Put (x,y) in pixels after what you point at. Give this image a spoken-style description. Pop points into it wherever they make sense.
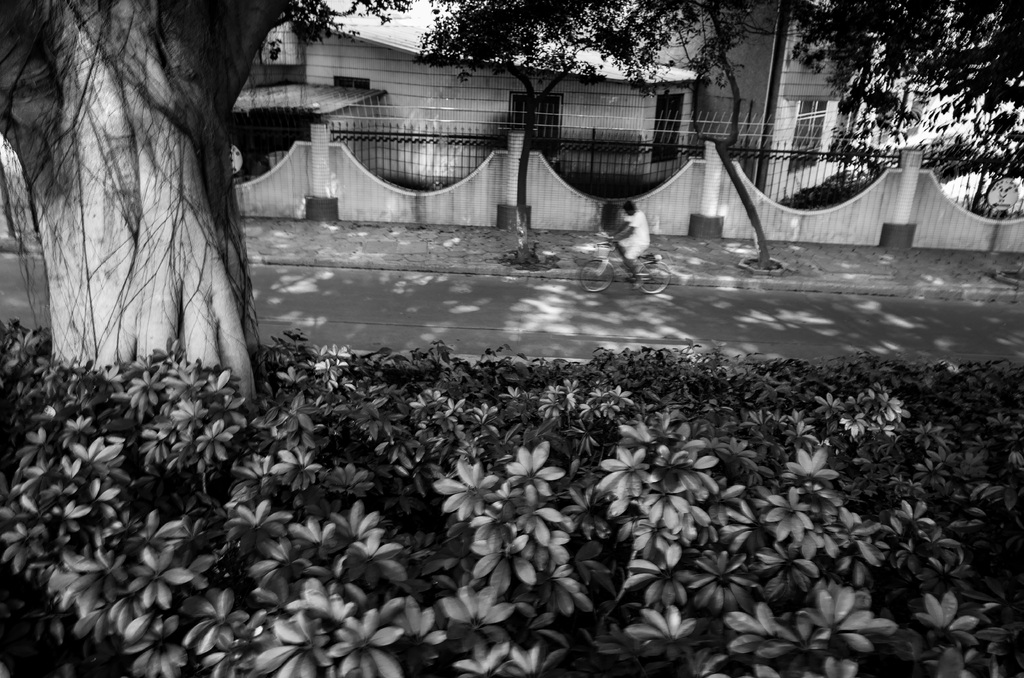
In this picture I can see there are few plants (719,493), there is a tree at left side (92,72). There is a person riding a bicycle (647,288) and there is a walkway (588,308). There is a building (346,64) in the backdrop (311,73) and there is a wall (464,203) with railing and there are a few trees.
